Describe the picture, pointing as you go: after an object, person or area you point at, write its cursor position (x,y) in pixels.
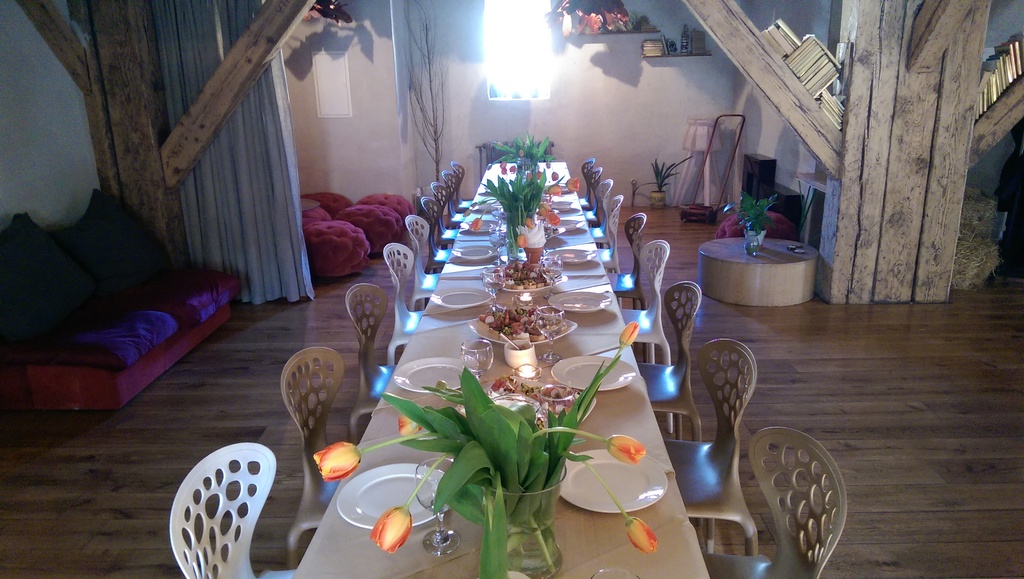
There are tables (435,284) and chairs (712,452). On the table (602,419) there are plates (624,365), glasses (475,362), food items (530,322), pots (508,515) with flowers (514,435) and plants (502,439). On the left side (173,334) there is a sofa (103,300) with pillows (116,246), wooden stands (190,124), curtains (258,195), table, decorative item (434,125). On the right side (771,272) there is a table (763,260), on the table (766,243) there is a pot (758,232) with plants (763,224), cupboards (765,176). In the background (634,99) there is a wall (576,81), light (517,65), cupboards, on cupboards (683,55) there are books (652,43), some other items (646,28). On right side (779,79) there is a wooden stand (764,68), on wooden stand (835,129) there are books (1010,60).
